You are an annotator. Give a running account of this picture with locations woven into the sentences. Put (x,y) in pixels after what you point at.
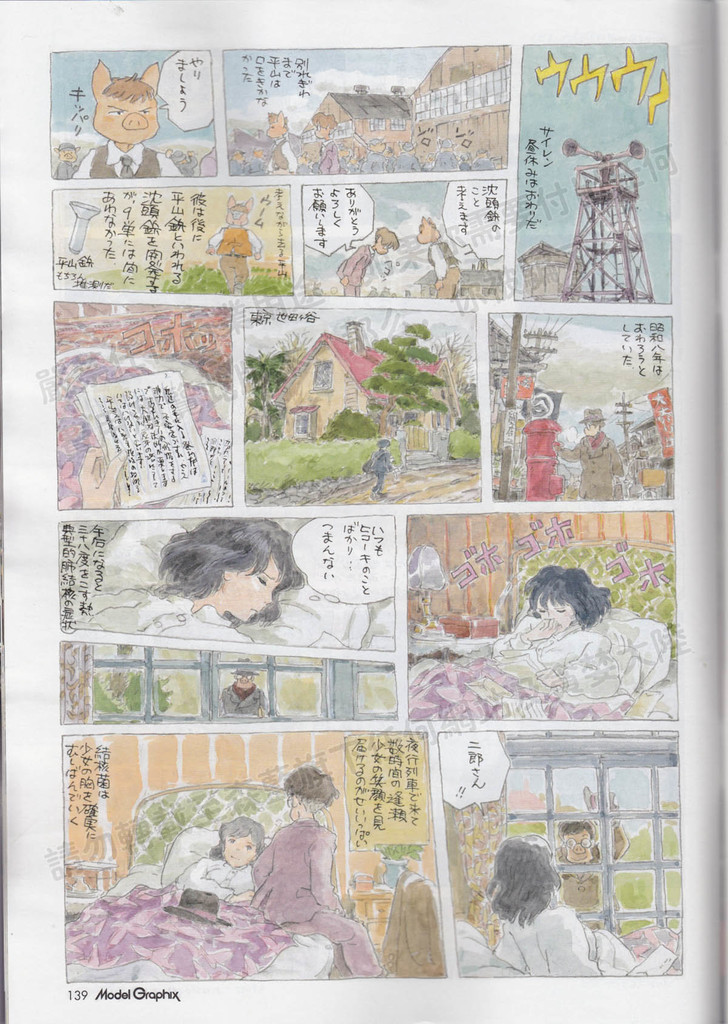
In this picture, we can see a poster (268,706) with some text (152,424) and some images (220,561) on it.
